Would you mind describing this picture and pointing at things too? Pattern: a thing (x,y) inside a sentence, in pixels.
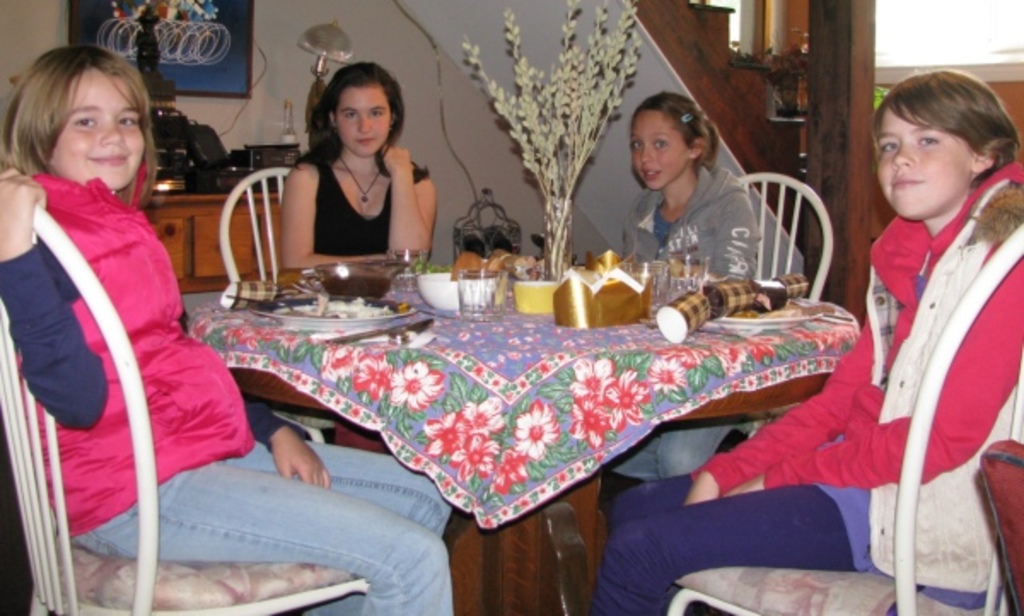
These 4 persons (117,288) are sitting on a chair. In-front of this person (422,189) there is a table (541,354), on a table (494,366) there is a cloth (484,356), bowl (451,284), glass (462,291), plant (573,132), cups (547,287) and plate (354,324). Far there is a furniture (205,222). Above the furniture (216,214) there are electronic devices (219,162). A picture (227,75) on wall (255,37). This is sculpture (149,61) in black color. This is a lantern lamp (321,72). These are staircase (741,89).
